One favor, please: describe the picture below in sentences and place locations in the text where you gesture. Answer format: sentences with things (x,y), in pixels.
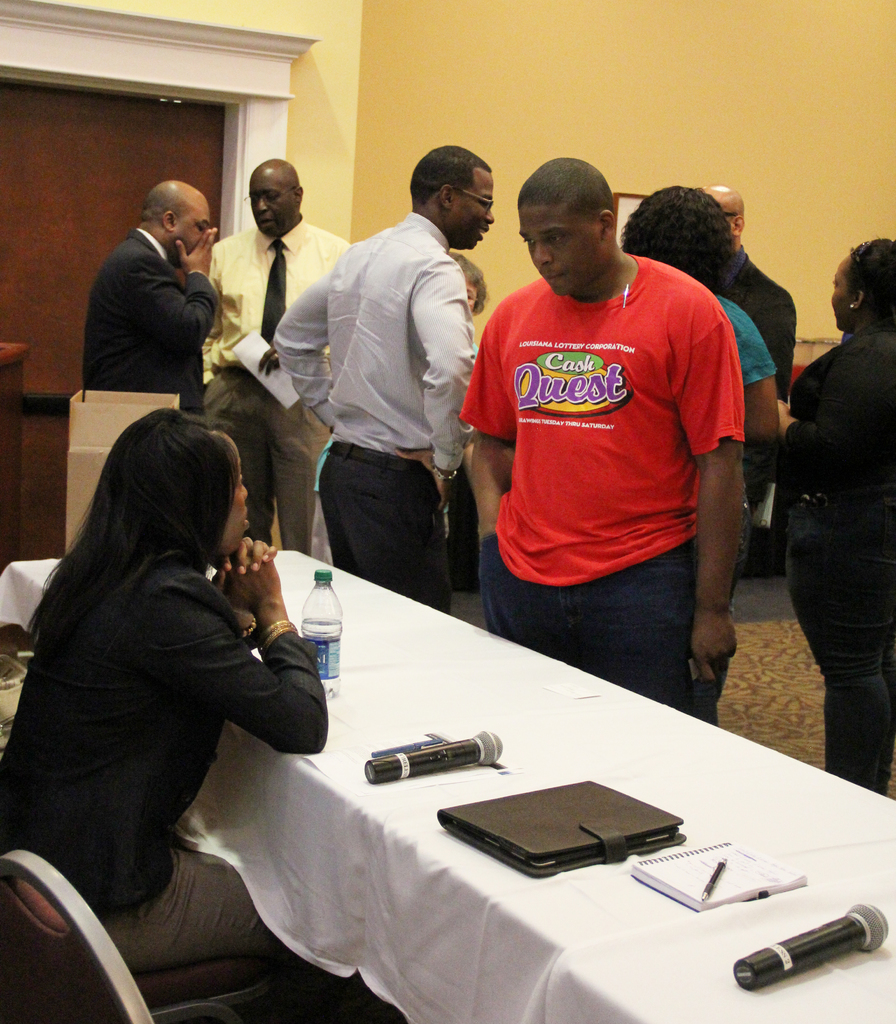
Few persons (667,428) are standing and this person (183,727) sitting on the chair (76,988). We can see bottle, microphone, book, pen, file (669,832) on the table (735,836). On the background (546,91) we can see wall (629,180), frame (637,205). This is floor (753,680). This person (273,360) holding paper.
